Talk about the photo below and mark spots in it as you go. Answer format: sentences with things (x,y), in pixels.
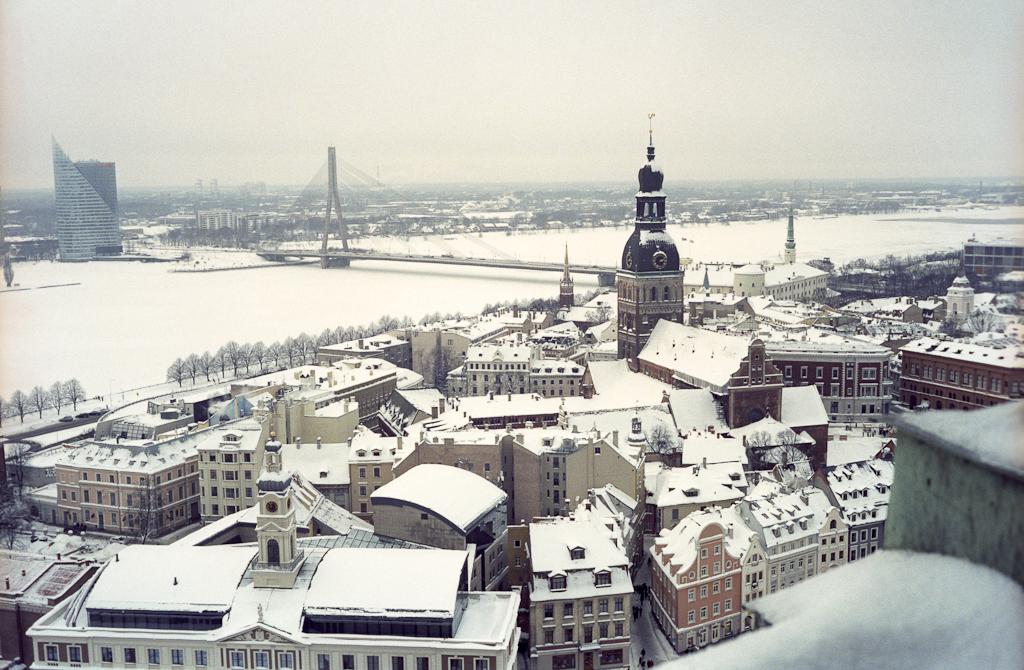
In this image, we see some buildings (429,443) and there is also a road (60,416), there are some trees (237,351) and there are also windows (720,570) to the buildings (704,364). There is a bridge (440,262) across the snow (551,242) and there is also sky (448,132).
